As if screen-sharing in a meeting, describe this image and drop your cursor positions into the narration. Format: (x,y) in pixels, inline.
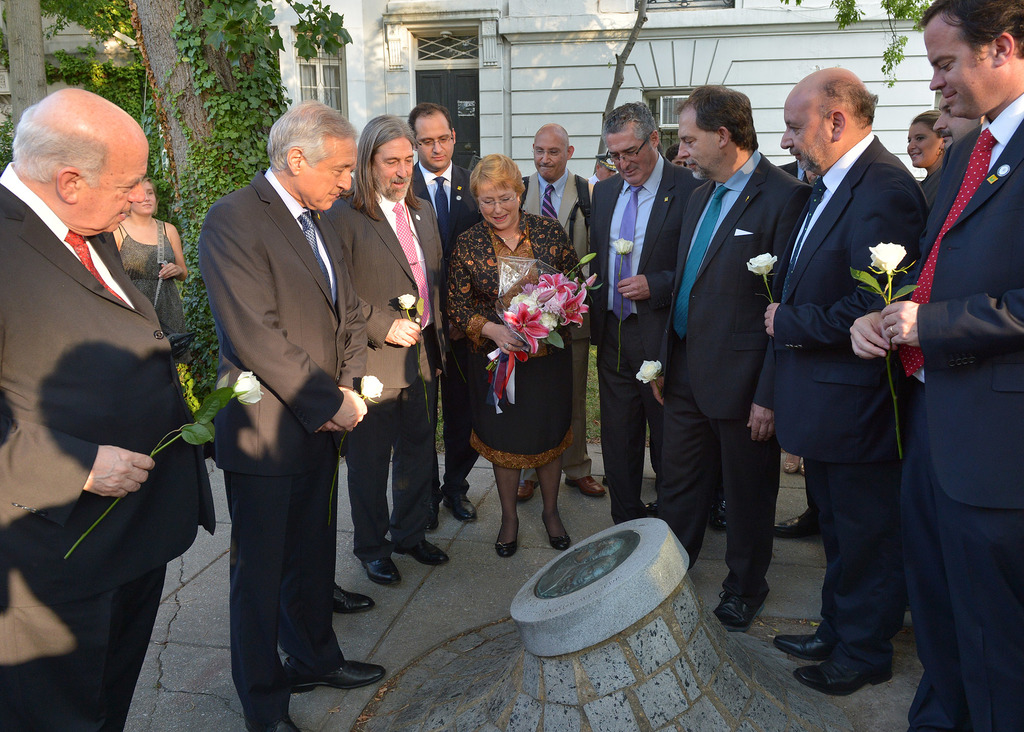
In the picture we can see some men (874,225) and woman (522,226) are standing around the grave stone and they are in blazers (856,225), ties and shirts (810,227) and woman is holding some flower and men (765,201) are also holding one flower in their hands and behind them, we can see a tree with creepers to it and behind it we can see a house building (520,135) with windows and door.
